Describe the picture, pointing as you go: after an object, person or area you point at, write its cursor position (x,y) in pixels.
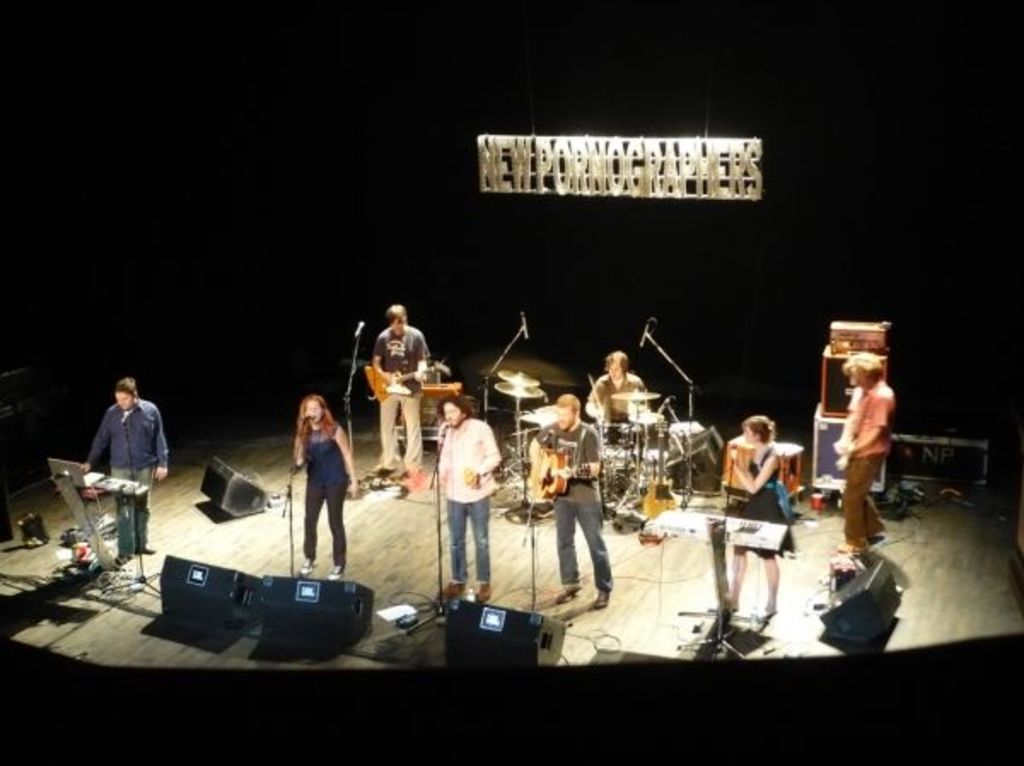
There are a group of people (849,531) performing on a musical stage (130,640). There is a woman (302,568) standing on the left side (333,522) and she is singing. There is a person (574,409) on the right side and he is holding a guitar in his hand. In the background (596,394) there is a man (611,419) sitting and he is playing a drum (652,443) with drumsticks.
